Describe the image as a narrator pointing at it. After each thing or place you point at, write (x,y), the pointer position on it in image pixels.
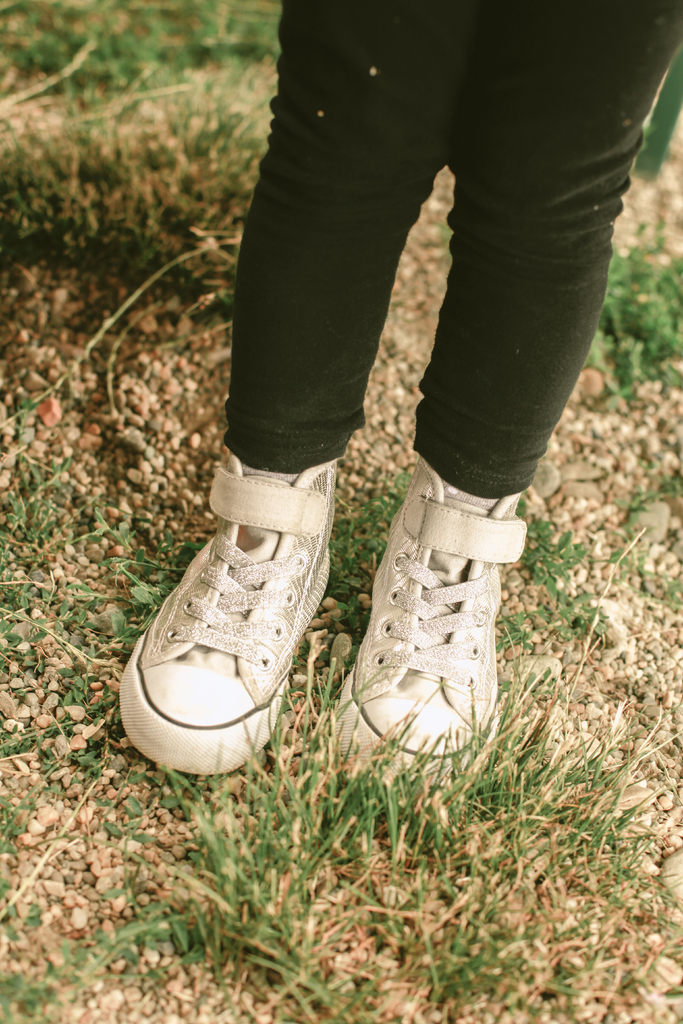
In this image I can see person's legs (588,213) who is wearing shoes (215,577), standing on ground (15,754), on the ground (33,843) there are small stones (105,858) and grass (237,834) visible.
